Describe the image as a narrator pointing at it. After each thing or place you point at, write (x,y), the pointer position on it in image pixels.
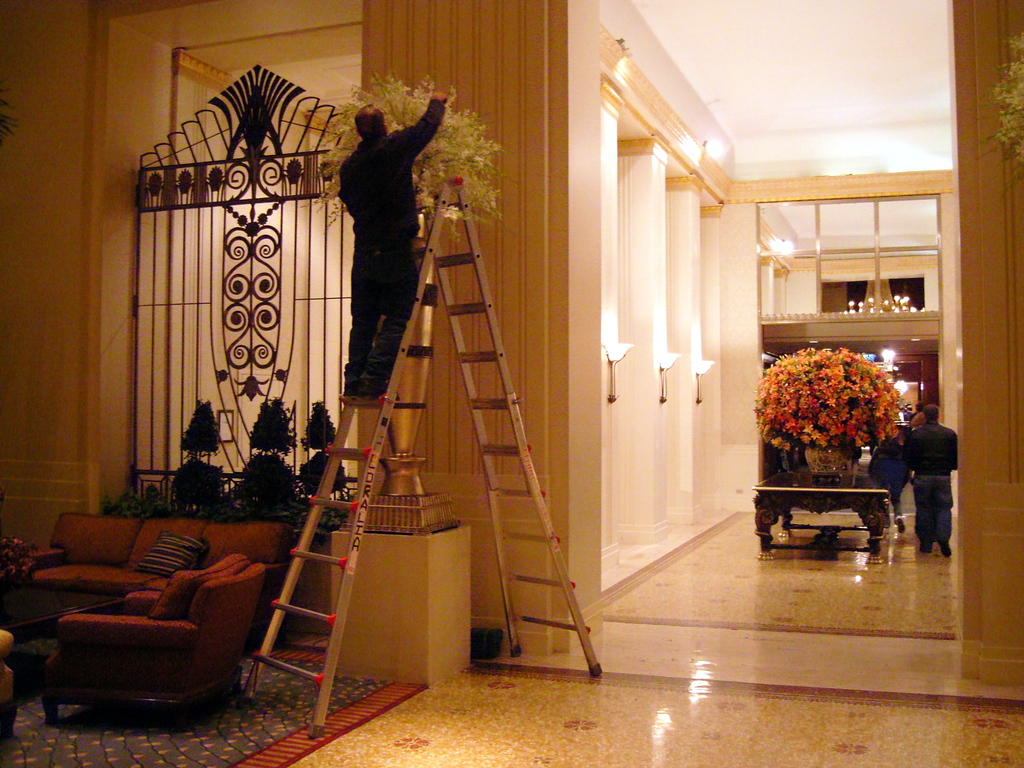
There is a person (373,368) standing on ladder (396,362) and we can see plant (131,496). We can see sofa (78,532), chair (124,666) and object (25,555) on the table (37,612). Background (916,468) we can see people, wall (13,527), lights (901,383) and plant (819,374) with vase (826,473) on the table (808,492). We can see mat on the floor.
